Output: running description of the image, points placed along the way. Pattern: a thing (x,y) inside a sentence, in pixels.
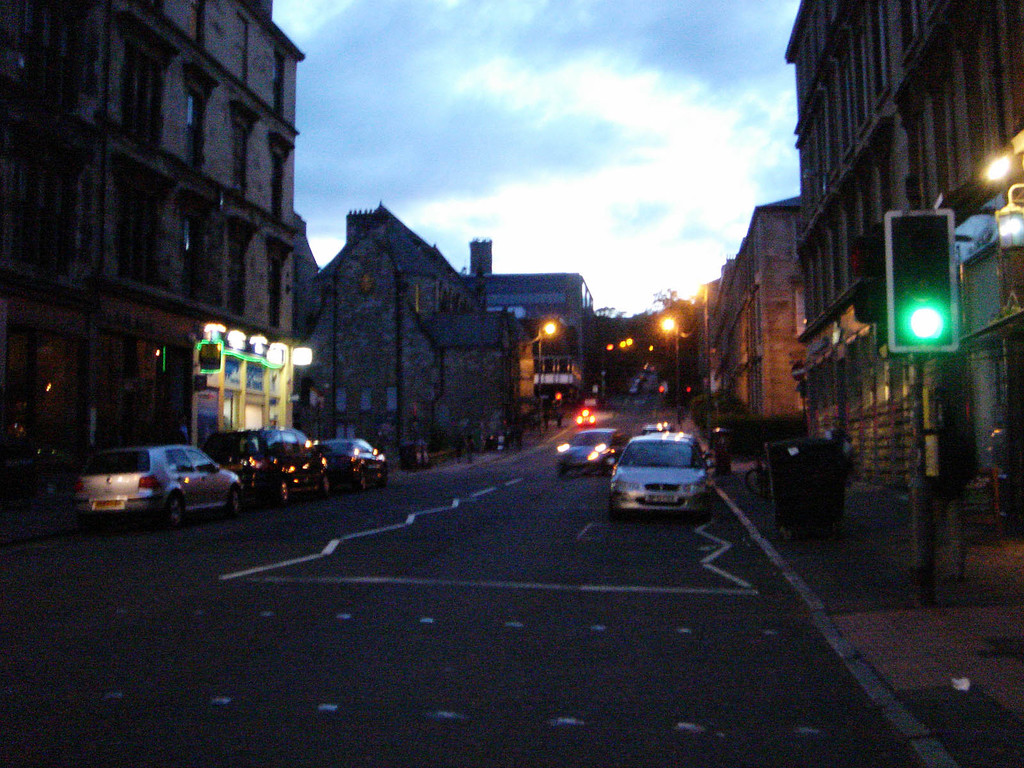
In this image we can see the buildings (350,322) and vehicles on the ground (587,497). And there are street lights (630,342), boxes (795,506), traffic light (923,296) and the sky (578,135).
